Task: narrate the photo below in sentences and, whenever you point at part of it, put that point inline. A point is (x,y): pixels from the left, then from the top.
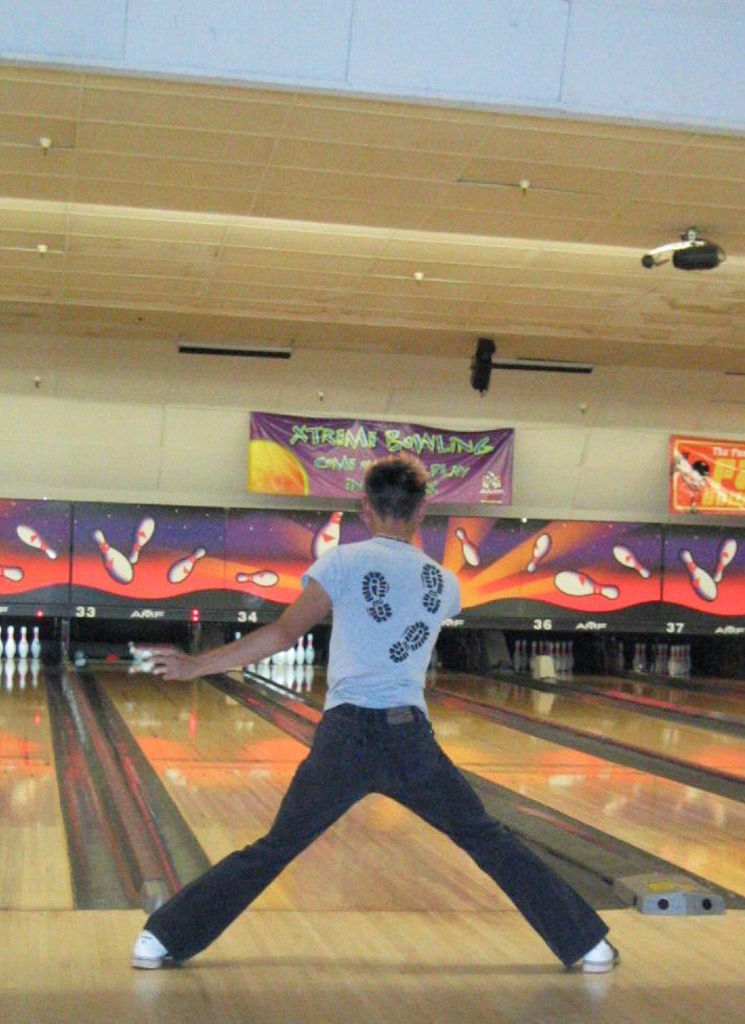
In this image I can see the person (313,781) with the dress (313,805). In the background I can see the bowling-pins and the banners (322,488). I can see the lights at the top (687,239).
